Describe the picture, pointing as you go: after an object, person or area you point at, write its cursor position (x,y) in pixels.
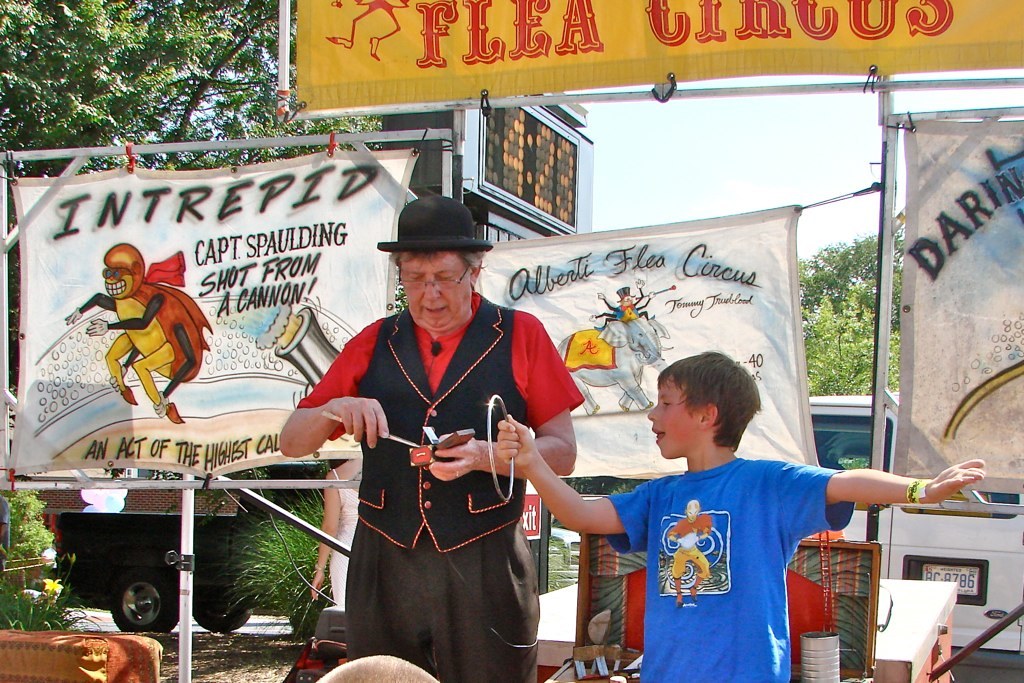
In this image I can see two persons (492,538). In the background (638,459) I can see few banners (287,415) with some text (181,207) on it. At the top (525,10) I can see text (535,19). I can see few trees (114,9).
